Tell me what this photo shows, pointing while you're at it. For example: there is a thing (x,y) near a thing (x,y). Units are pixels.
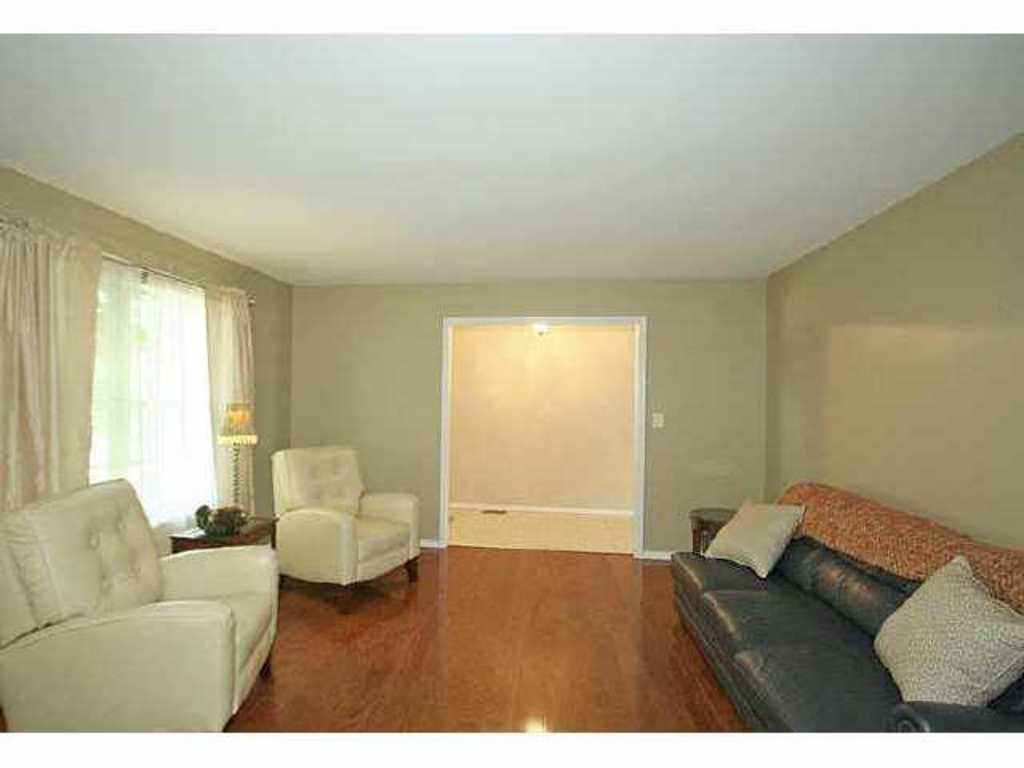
there is a living room (184,442) in which there are some chairs (89,551) and sofa (985,679).
